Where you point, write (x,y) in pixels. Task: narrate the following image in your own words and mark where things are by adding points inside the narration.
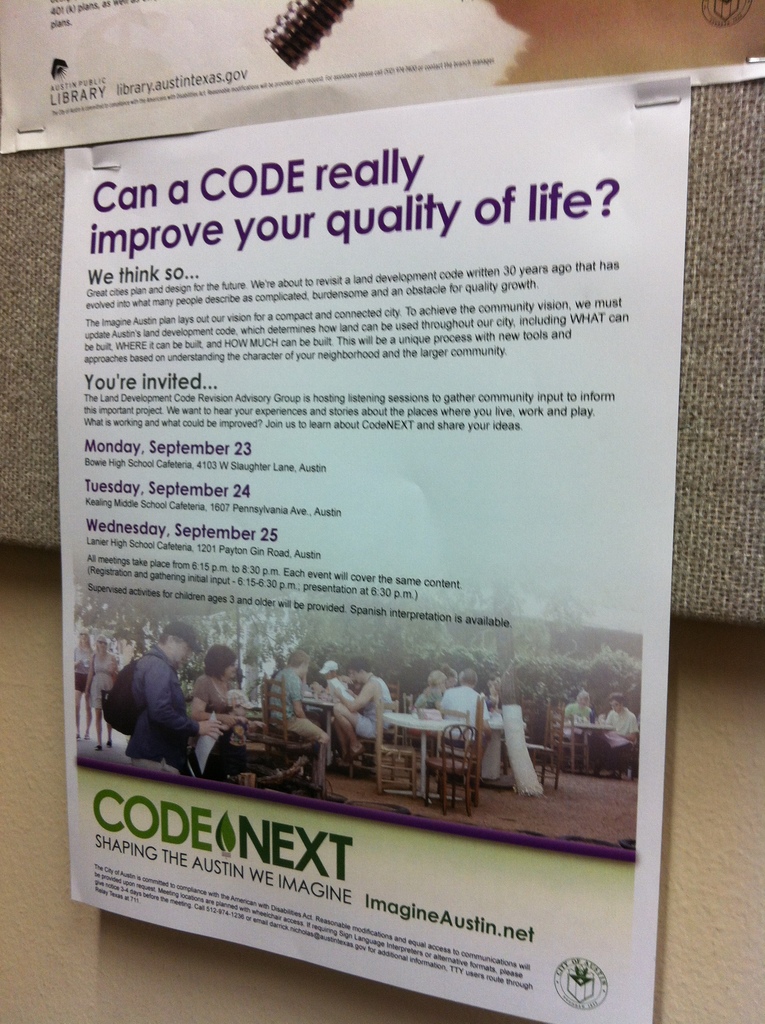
In this image there is a board (711,382), there are papers (338,318), there is text (299,342) on the papers (274,270), there are group of persons (585,704), there are tables (414,716), there are chairs (478,747), there is a number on the paper (227,436), there is a wall (50,712).
